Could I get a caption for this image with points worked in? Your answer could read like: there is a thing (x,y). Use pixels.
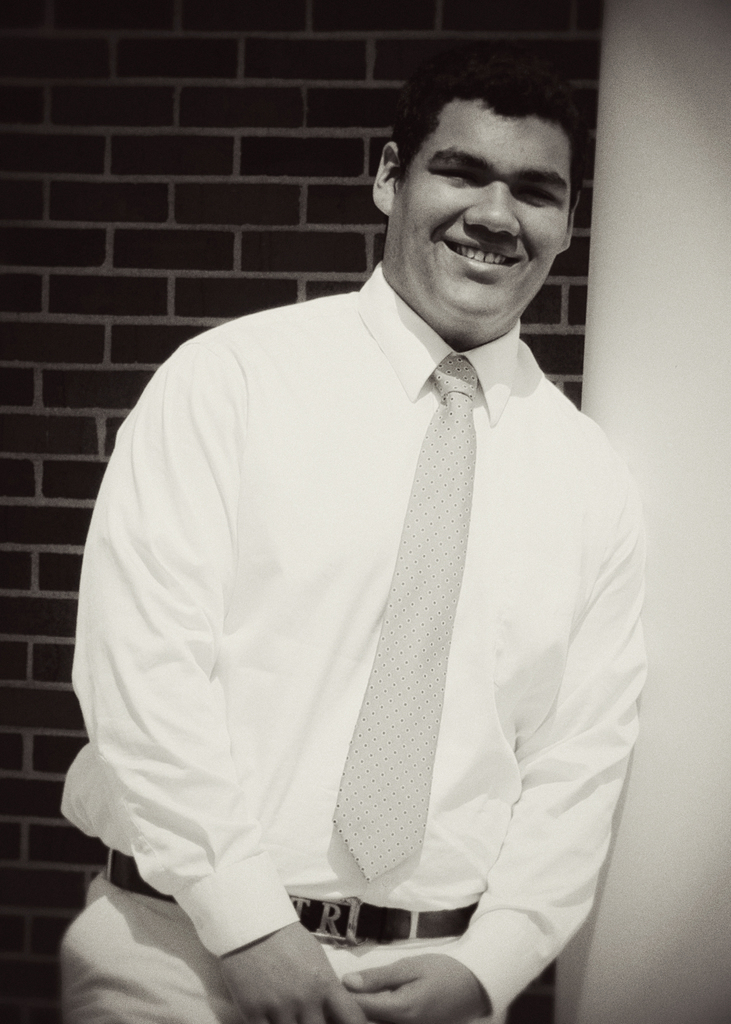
In this picture I can see a man (343,714) standing and smiling, and in the background (215,226) there is a wall (305,119).
